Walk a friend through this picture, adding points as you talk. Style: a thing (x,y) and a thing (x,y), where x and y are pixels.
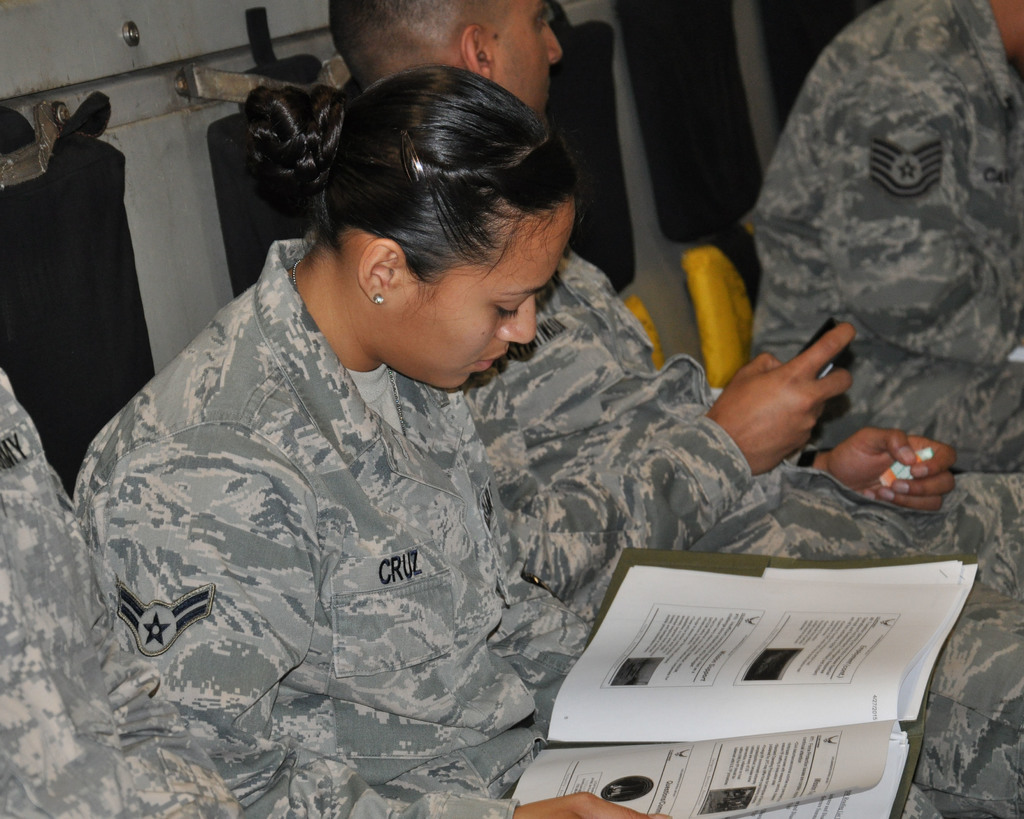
In this image there are persons (501,465) sitting. In the front (366,586) there is a woman (370,622) holding a file (800,689) in her hand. In the background (129,280) there are objects (123,199) which are black in colour and yellow in colour.
